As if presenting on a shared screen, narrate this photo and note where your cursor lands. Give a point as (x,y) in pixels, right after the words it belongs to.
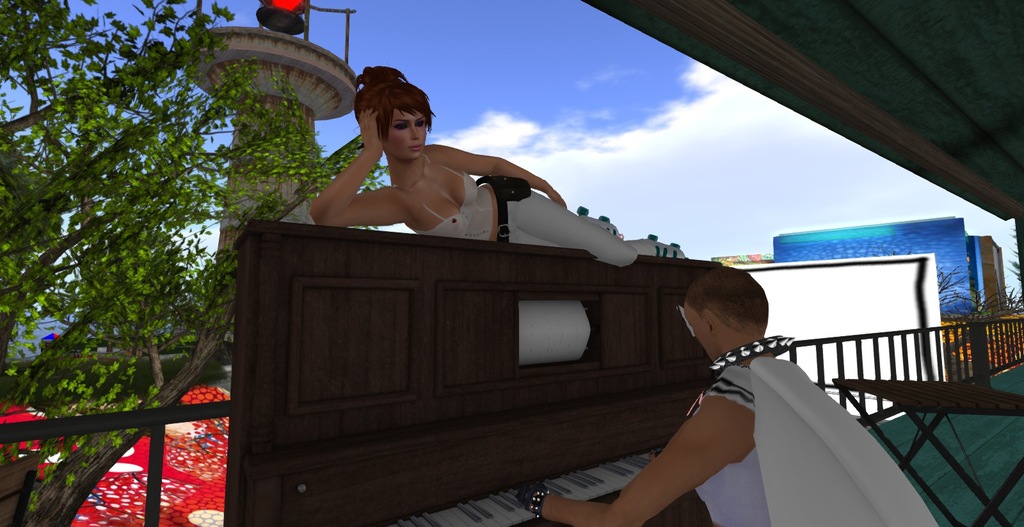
In this image I can see a person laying on the piano (268,233). The piano (268,233) is in brown color, at right (703,408) I can see the other person (703,408), at back (124,152) I can see trees (110,170) in green color, a pole (302,49) and sky (396,46) in white and blue color.
